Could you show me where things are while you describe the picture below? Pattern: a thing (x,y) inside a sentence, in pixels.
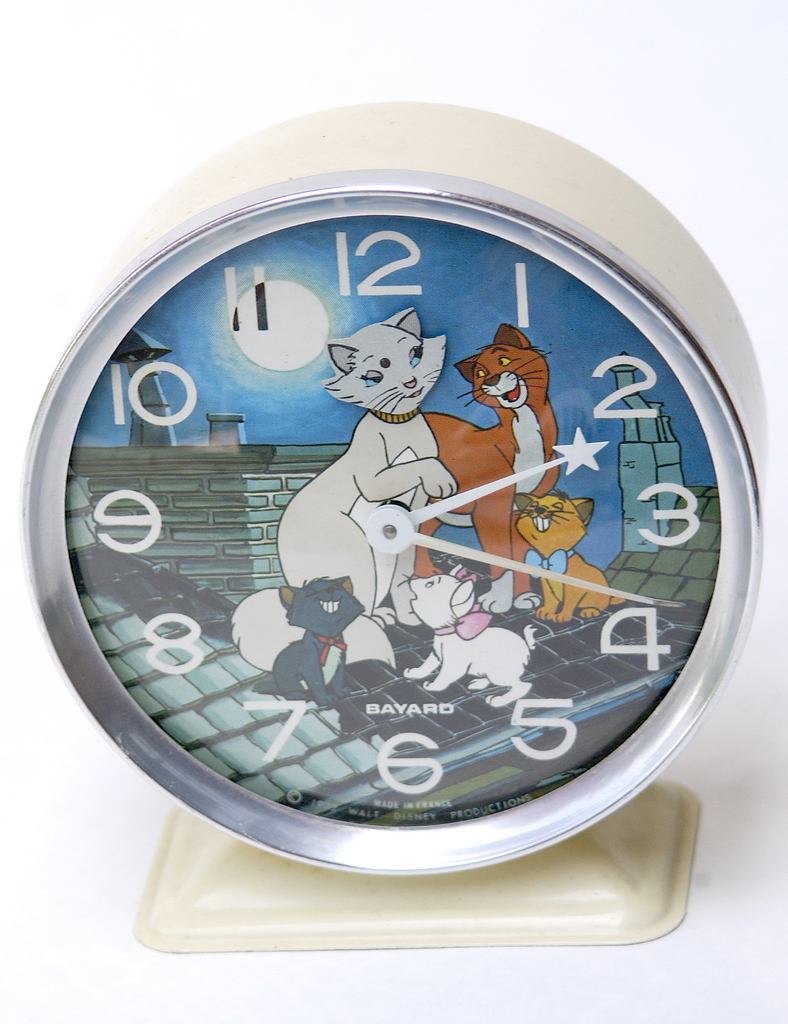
In this picture I see a clock (369,538) in front (340,578) and I see the numbers (340,270) and few cartoon characters (420,585) on it and I see the white color background (73,76).
